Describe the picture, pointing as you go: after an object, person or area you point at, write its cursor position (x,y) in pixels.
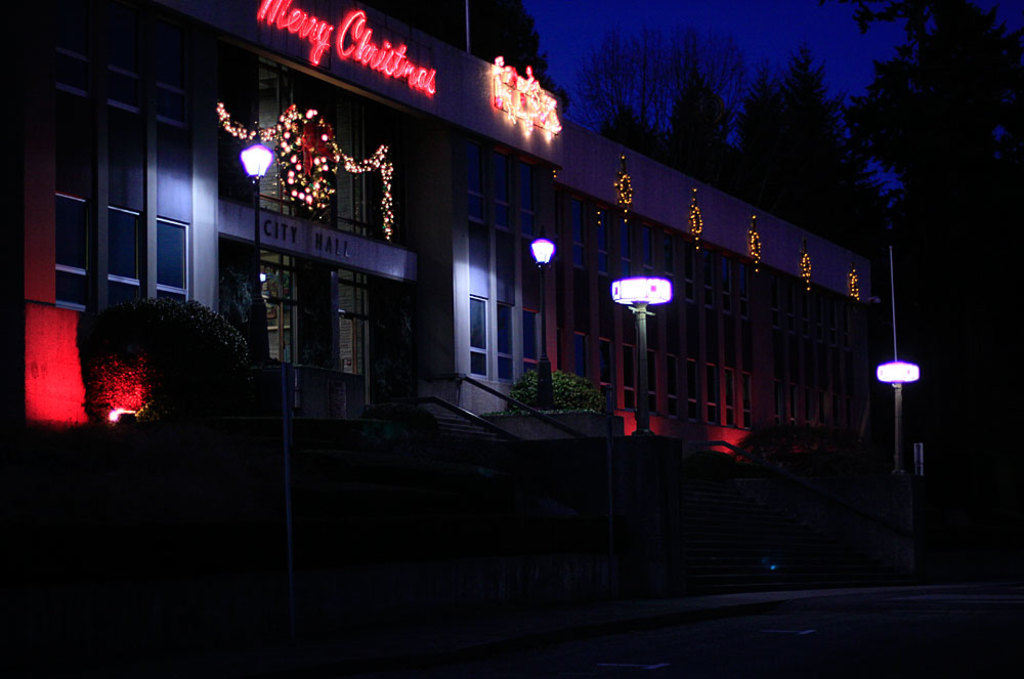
In this image we can see a building (566,312) with doors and windows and there are some decorative lights (317,28) attached to the building (428,155). We can see few light poles (268,162) and there are some plants (514,405) and trees (917,140) and we can see the sky (593,42).
